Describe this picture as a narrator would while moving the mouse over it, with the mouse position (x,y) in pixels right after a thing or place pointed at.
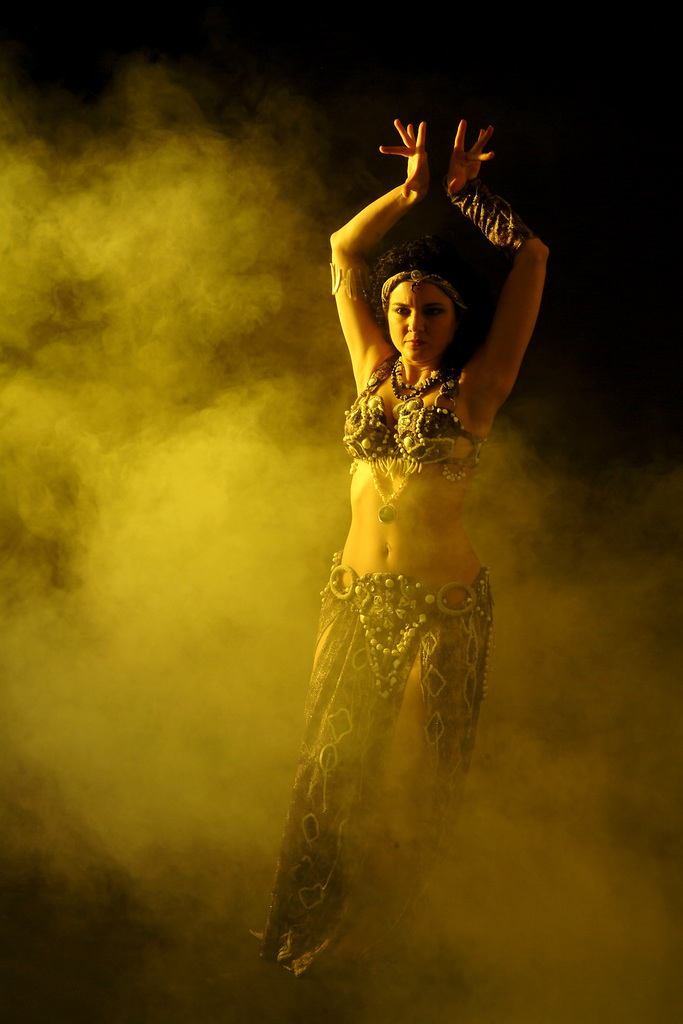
In this image in the foreground (423,406) there is one woman (392,257) who is a dancing, and there is some fog (173,619) coming out and there is a dark background (58,56).
